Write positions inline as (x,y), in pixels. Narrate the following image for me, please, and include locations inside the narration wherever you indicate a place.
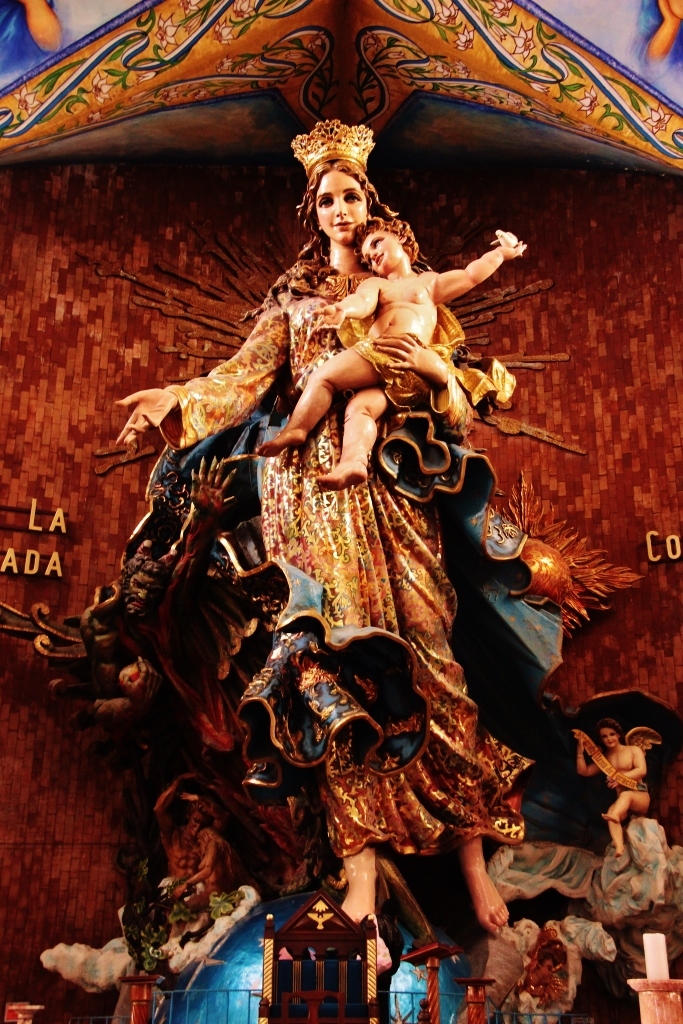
In this image I can see few statues (313,663) in brown color and the background (35,392) is in brown, white and blue color.
